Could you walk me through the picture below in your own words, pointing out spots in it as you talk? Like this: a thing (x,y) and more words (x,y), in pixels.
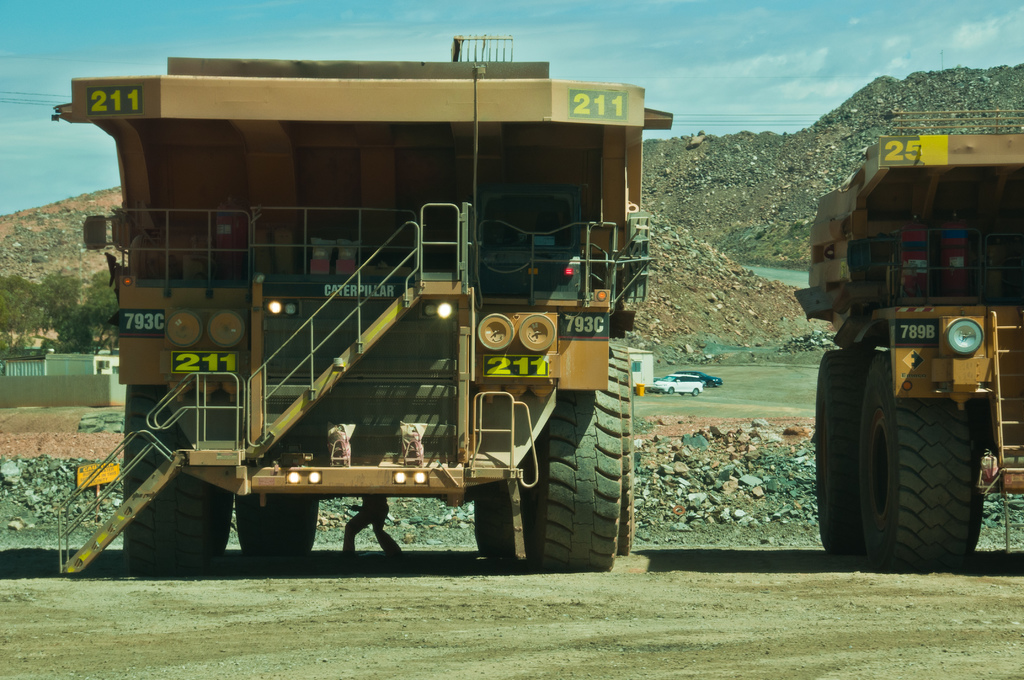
In this image there are two vehicles (509,350), and at the bottom (840,573) there is sand (681,594) in the center (662,422) there are some rocks (748,434) and sand (361,554) and some cars (671,391) and in the center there is one person (370,521) who is standing. In the background (26,296) there are some trees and mountains (848,117) and some wires (689,116), on the top of the image (369,44) there is sky (199,44).
